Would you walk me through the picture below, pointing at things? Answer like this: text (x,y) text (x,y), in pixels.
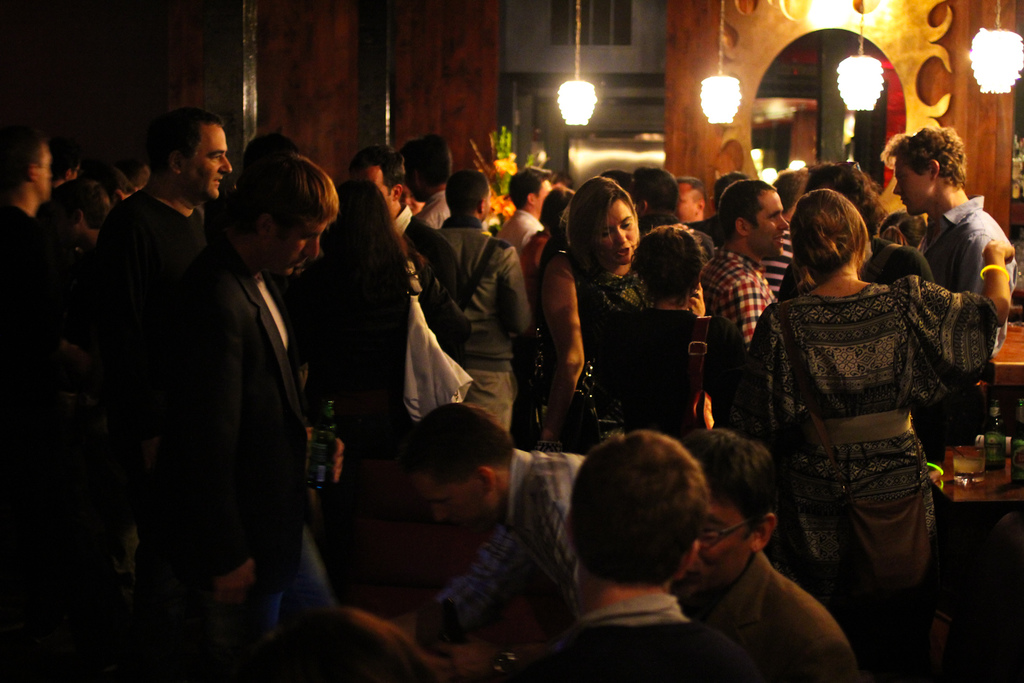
This image is taken indoors. In the background (334,84) there is a wall (611,57) and there is a door (614,139). There is an architecture (712,140). There are a few lights (872,82) and there is a flower vase (505,161). In the middle of the image (594,268) many people (180,393) are standing and a few (361,639) are sitting. On the right side of the image (1005,363) there are two tables (1023,330) with a few things (978,477) on them.
